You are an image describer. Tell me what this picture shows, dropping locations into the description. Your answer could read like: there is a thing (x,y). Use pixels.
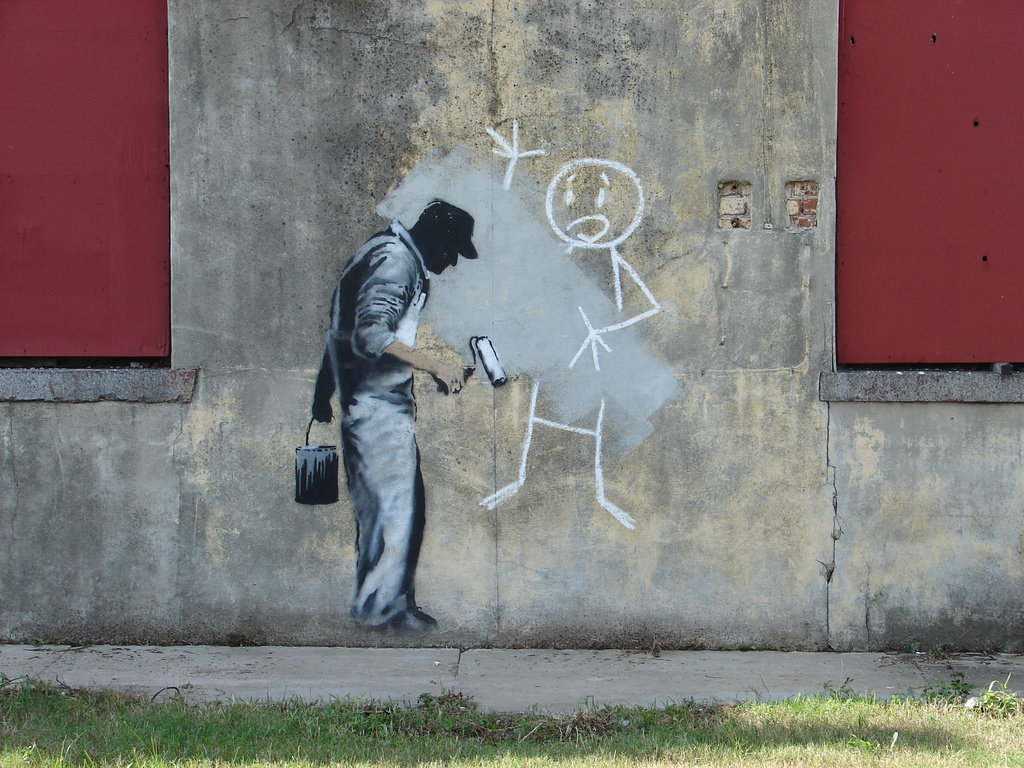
In this image we can see the picture (358,399) of a man (416,443) painting on the wall (515,271). In the foreground (415,704) we can see grass (198,726).
